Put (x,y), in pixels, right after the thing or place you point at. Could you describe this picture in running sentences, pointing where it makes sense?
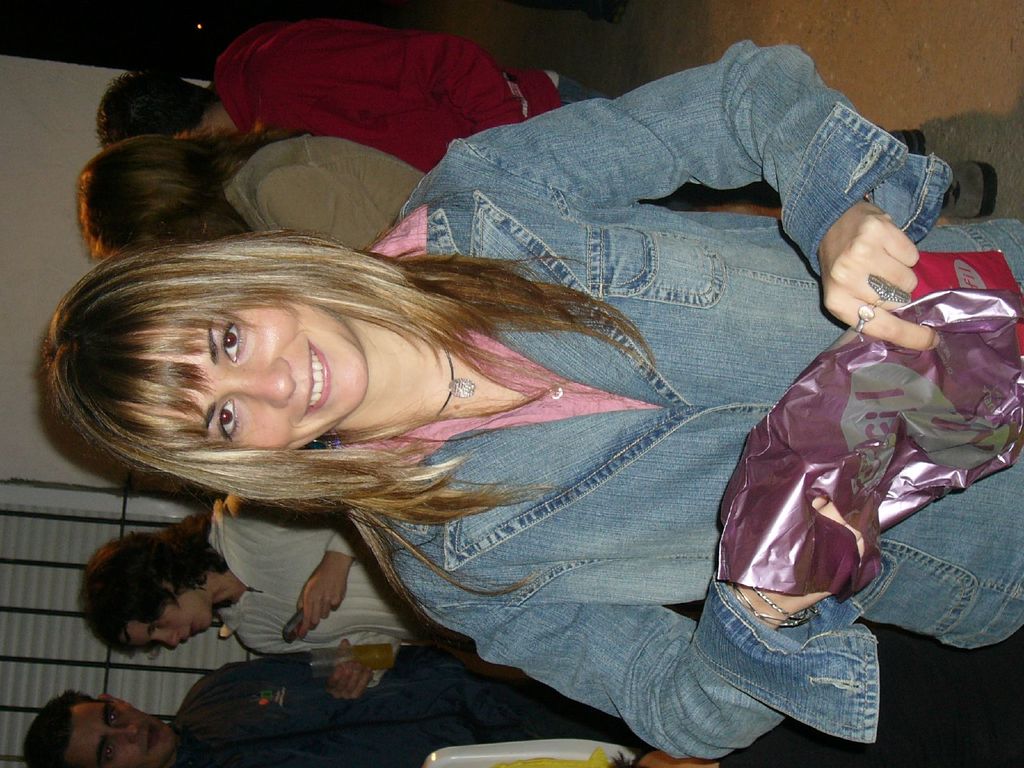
Here in this picture we can see a woman (365,481) standing on the floor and she is holding a cover (818,496) in her hand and wearing a denim jacket (464,598) and smiling and behind her also we can see other number of people (183,96) standing on the floor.
